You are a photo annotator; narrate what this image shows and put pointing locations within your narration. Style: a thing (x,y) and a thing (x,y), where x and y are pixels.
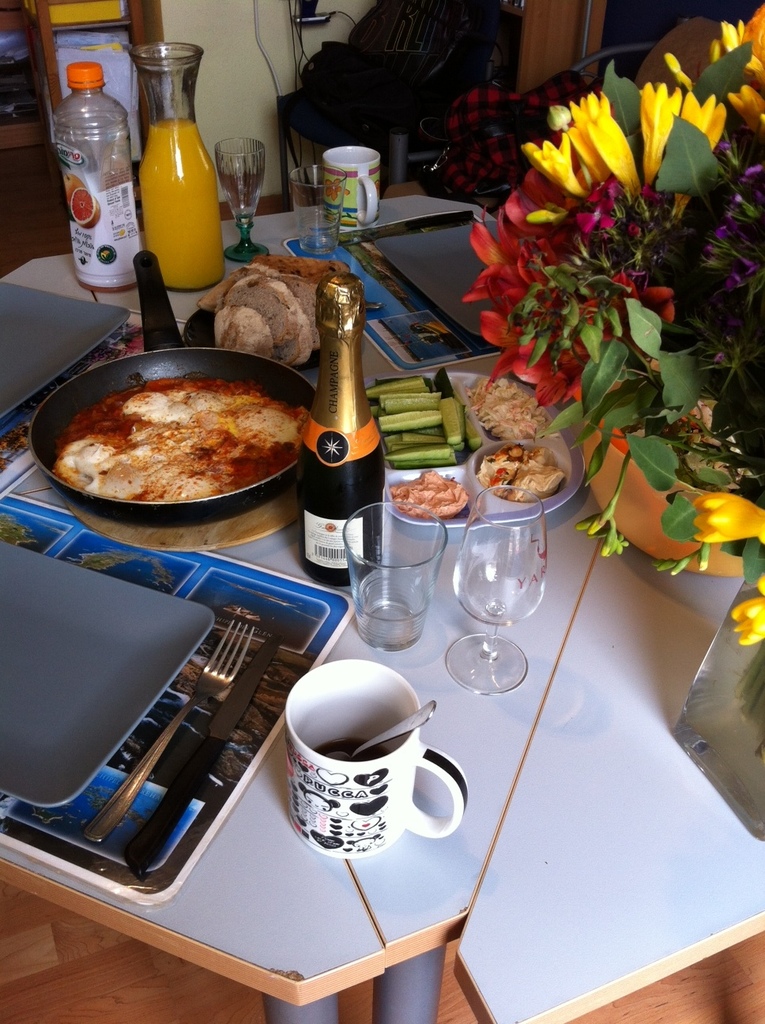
Here there is a table (721,832) on which there are some food items (267,301), glasses (499,615), bottles (333,309) and a pan (148,298) and also flowers (676,353) and small plant (686,444).
